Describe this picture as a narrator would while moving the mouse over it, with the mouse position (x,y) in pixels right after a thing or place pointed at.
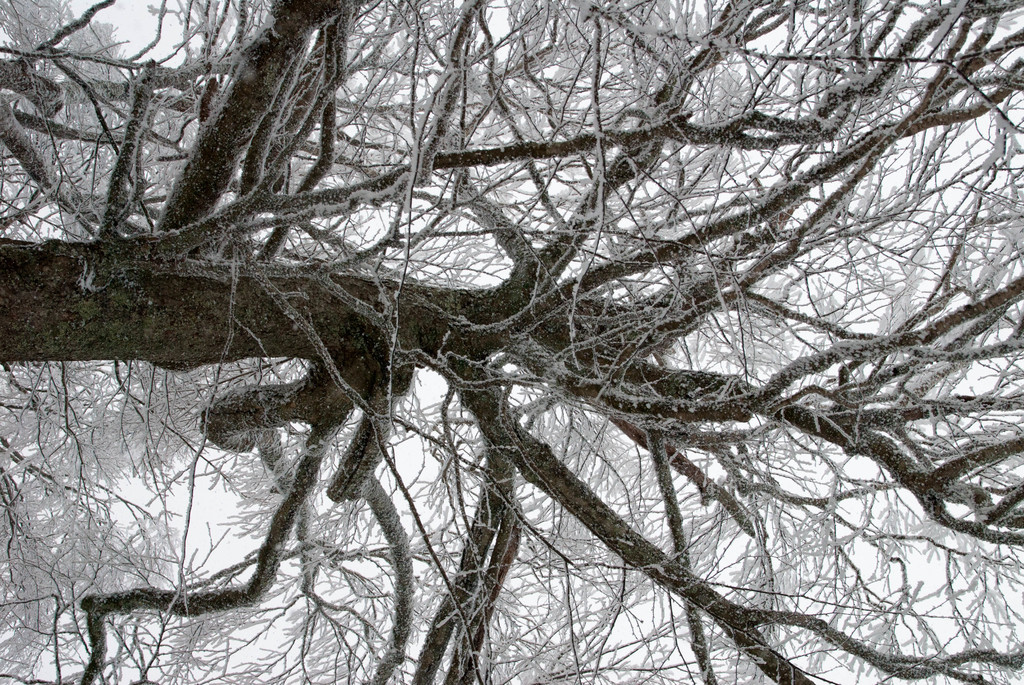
It is a colour image, there are trees (612,359) covered with the snow (651,363).
